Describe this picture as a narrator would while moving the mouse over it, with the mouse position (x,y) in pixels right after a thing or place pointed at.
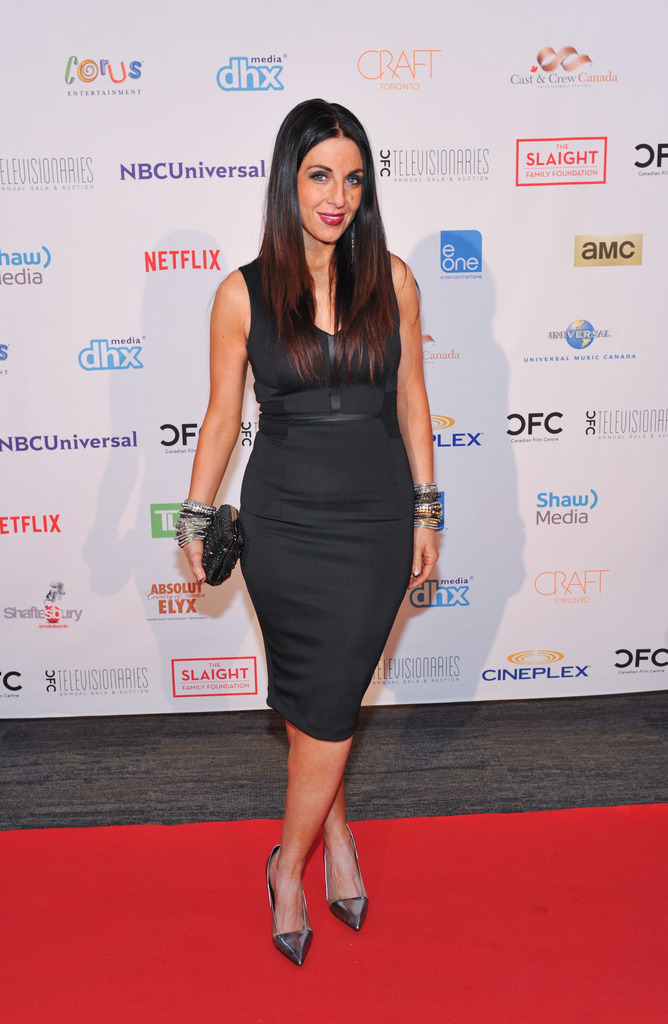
In this picture we can see a woman (290,559) holding an object (227,545) with her hand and standing on a red carpet (231,872) and smiling and in the background (227,604) we can see a banner (222,87).
